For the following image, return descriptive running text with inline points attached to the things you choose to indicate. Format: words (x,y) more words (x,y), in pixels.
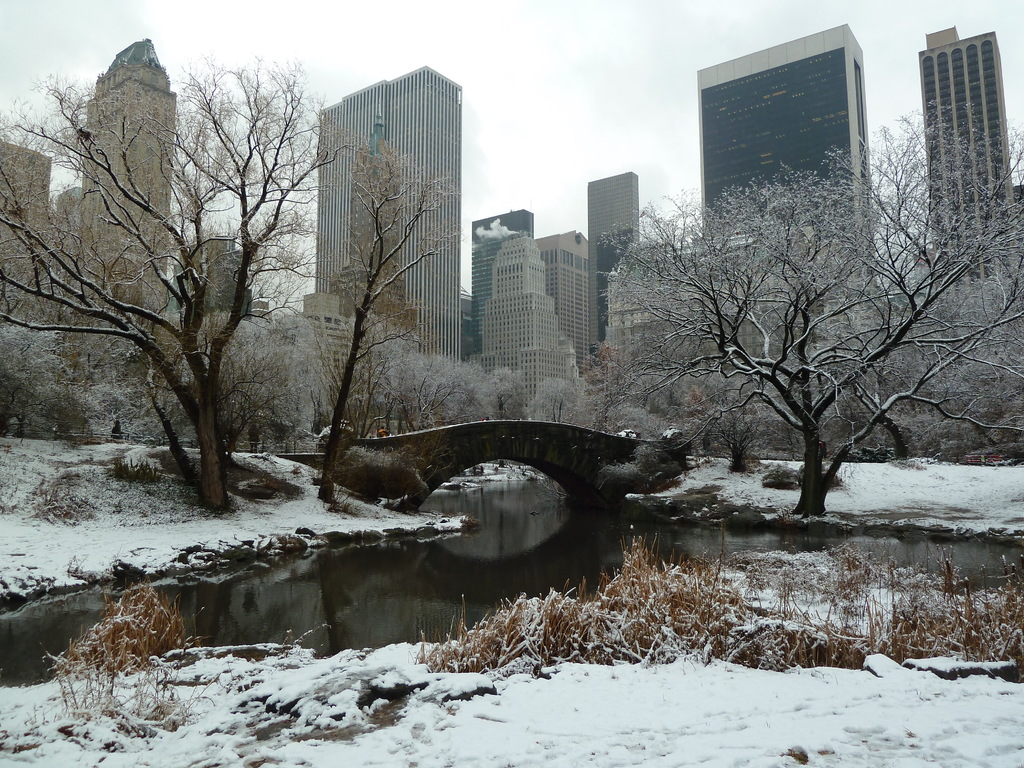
At the downside this is the snow (591,705), this is water (521,564). In the middle (570,379) there is a bridge (561,475), trees (267,313). These are the very big buildings (481,238) in this image.
